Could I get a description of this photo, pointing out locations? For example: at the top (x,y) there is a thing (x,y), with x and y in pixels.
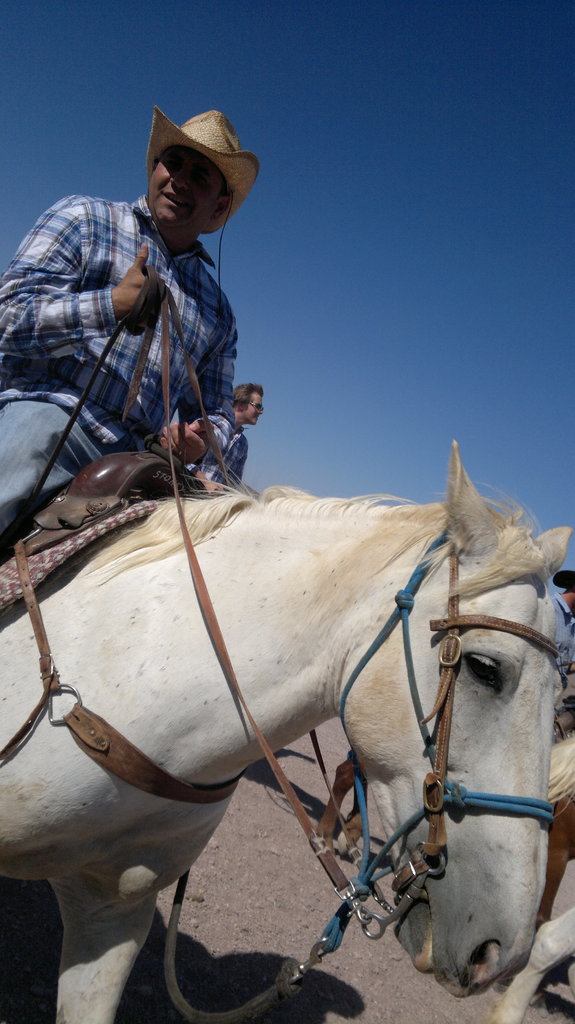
In this image on the left side (119,604) there is one horse (132,620) and on the horse (176,585) there is one person (124,438) who is sitting and he is wearing a cap (177,141) it seems that he is riding and on the top (142,74) there is sky (361,38) and on the right side (564,754) there is another horse (562,771) and one person (562,641) is there and in the middle (248,410) there is another person (241,417).
